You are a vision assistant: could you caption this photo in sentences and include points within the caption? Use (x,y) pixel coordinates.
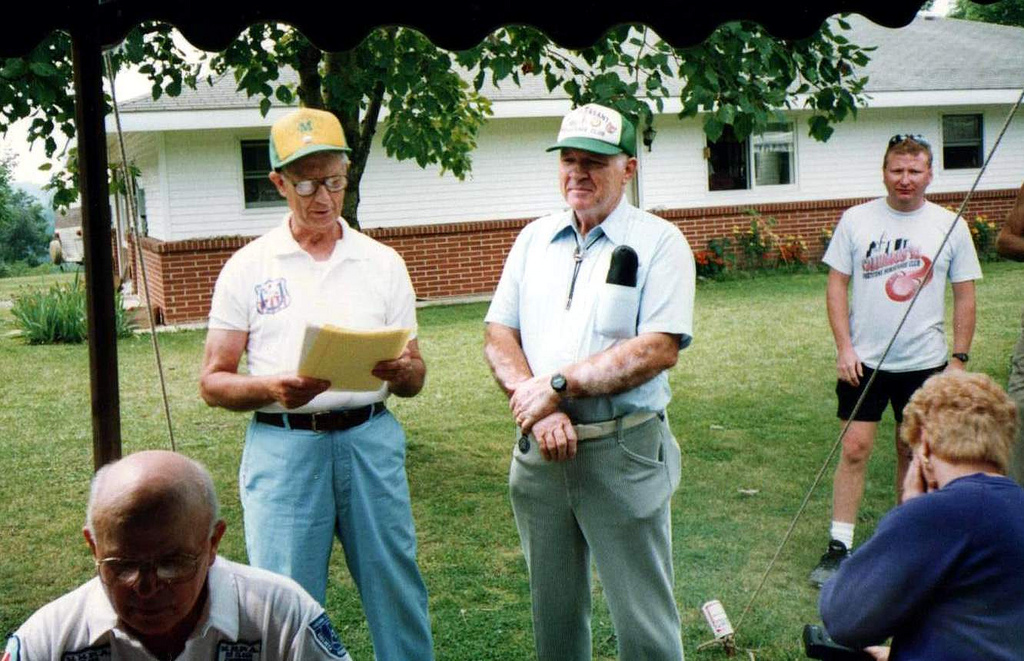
In this image we can see a group of people (394,296) under a tent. In that a man (357,422) is holding some papers (345,389). We can also see grass (192,389), a tin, pole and the ropes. On the backside (744,244) we can see some plants (737,261), flowers (729,264), a building (405,253) with windows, a person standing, some trees (33,137) and the sky (42,158).
